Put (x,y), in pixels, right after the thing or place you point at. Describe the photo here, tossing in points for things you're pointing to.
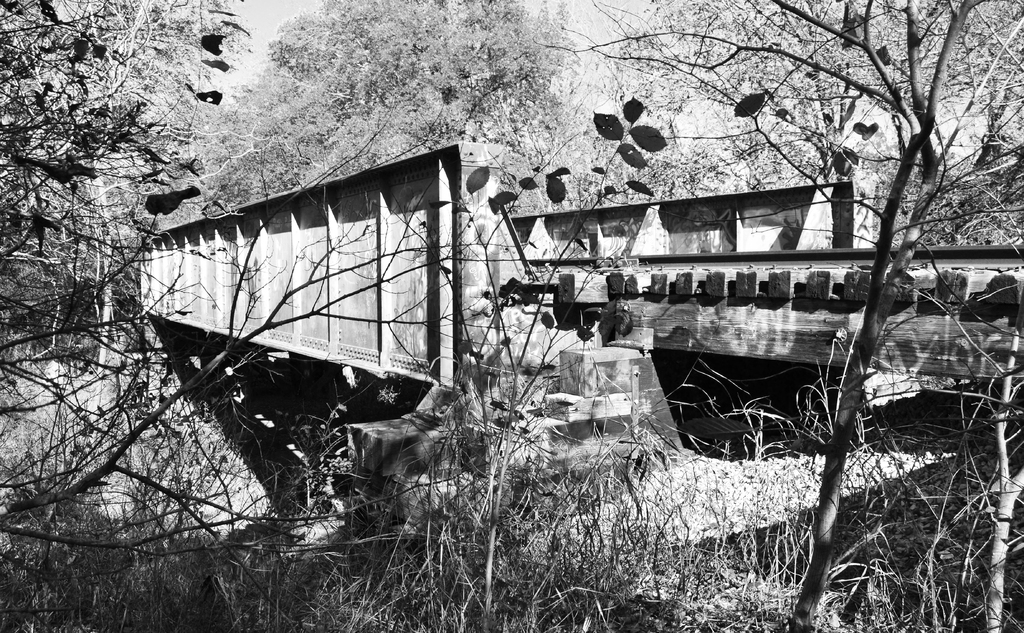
In this picture I can see the railway track (807,266) on the bridge (389,293). At the bottom (734,487) I can see dry grass (510,531) and leaves (536,515) near to the wall (530,452). In the background (998,210) I can see the forest (245,169). In the top left (237,20) there is a sky (237,20) and trees (158,100).
